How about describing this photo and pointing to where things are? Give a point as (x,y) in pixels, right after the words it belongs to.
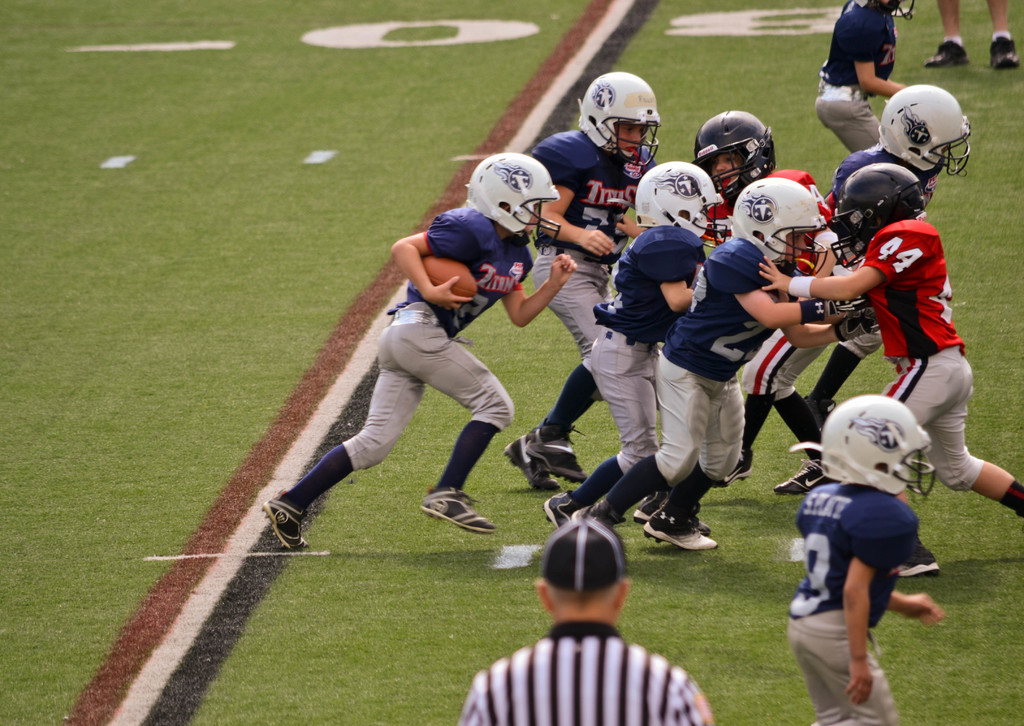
In this picture there are people (558,150) playing a game and wore helmets (709,204), among them there is a person (414,261) holding a ball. In front of the image we can see a person (628,716). We can see the ground (462,678).
